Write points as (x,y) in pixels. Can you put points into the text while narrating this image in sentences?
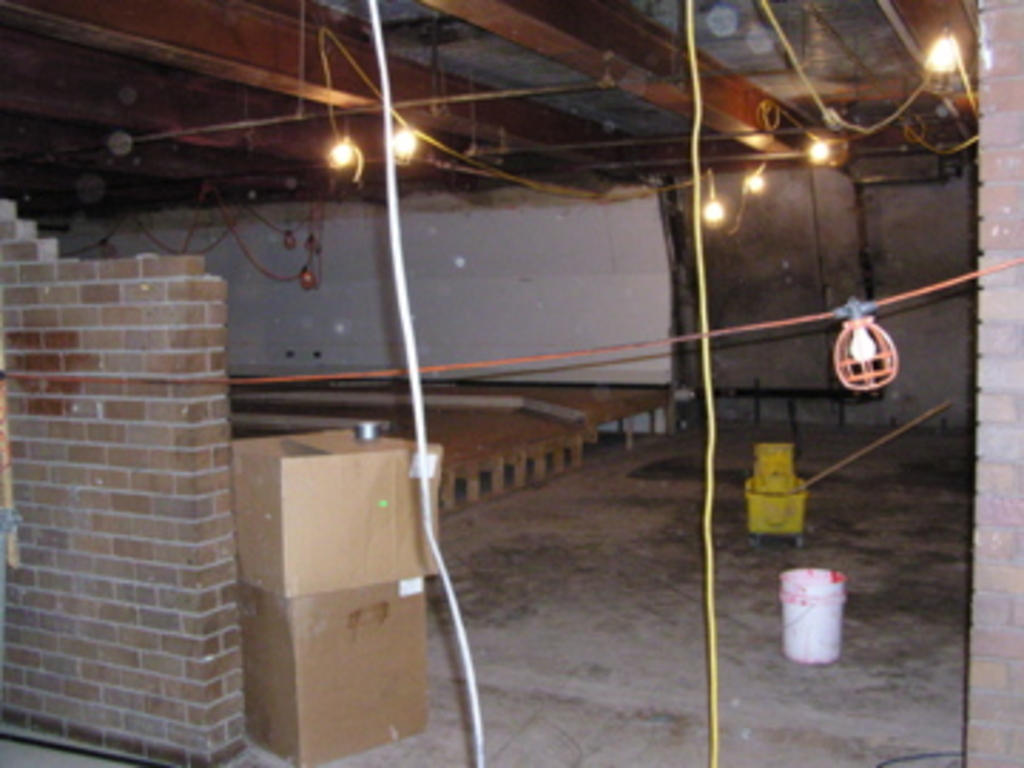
This picture is clicked inside. In the foreground (100,401) we can see the boxes (312,520), brick wall (164,469) and some other objects (577,444) placed on the ground (732,667) and we can see the ropes (62,379) hanging on the wall (708,274). In the background (932,192) there is a wall (774,206), lamps (822,147), roof (511,110) and a white color object (549,325).
